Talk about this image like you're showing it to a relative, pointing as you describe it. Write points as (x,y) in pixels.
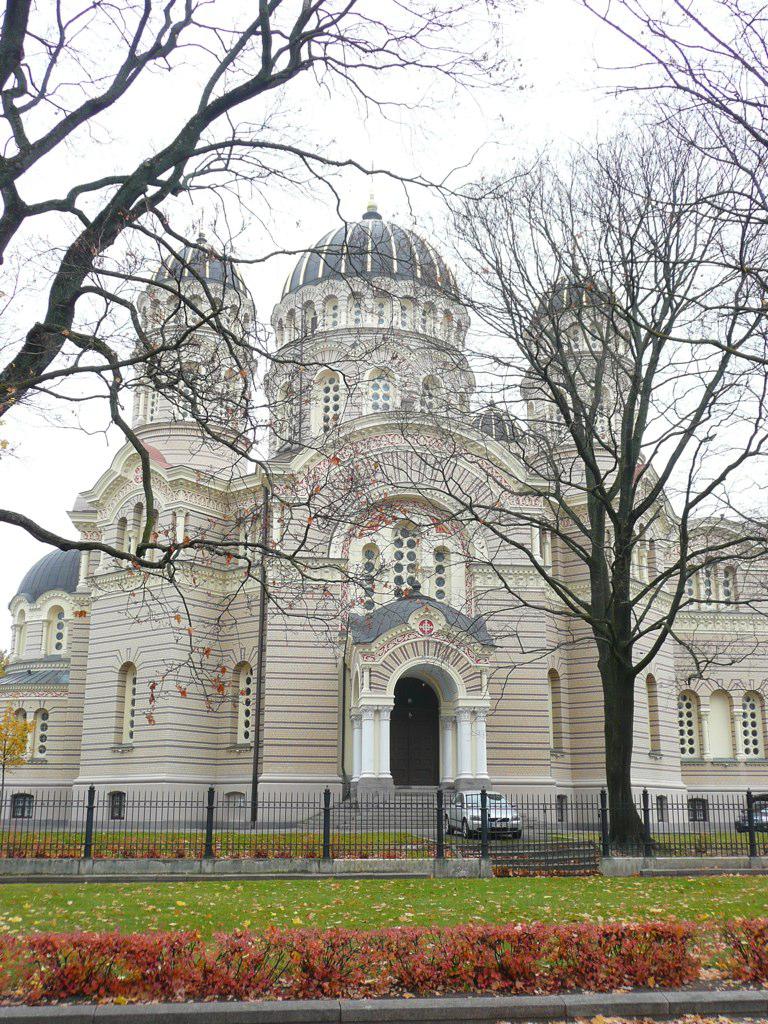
As we can see in the image there is grass (367,885), plants (446,934), fence (481,813), trees (656,326), buildings (402,568), car (472,796) and sky (539,97).
